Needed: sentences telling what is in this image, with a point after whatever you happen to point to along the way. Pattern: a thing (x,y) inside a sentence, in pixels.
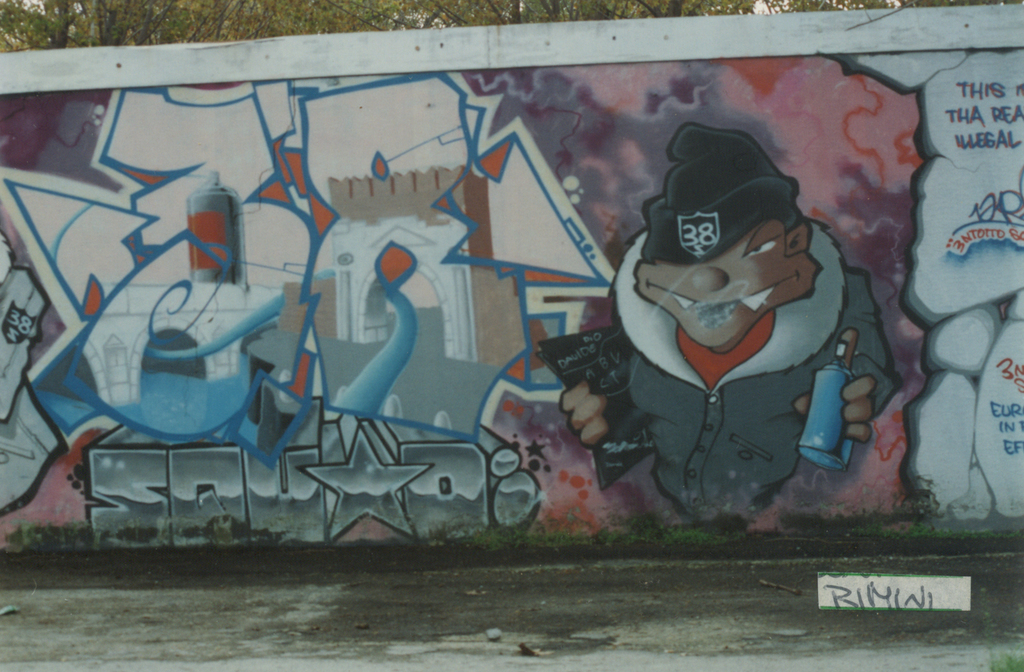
As we can see in the image there is grass (668,536), wall (363,151) and trees (292,6). On wall (392,129) there is painting (675,248) and something written.
